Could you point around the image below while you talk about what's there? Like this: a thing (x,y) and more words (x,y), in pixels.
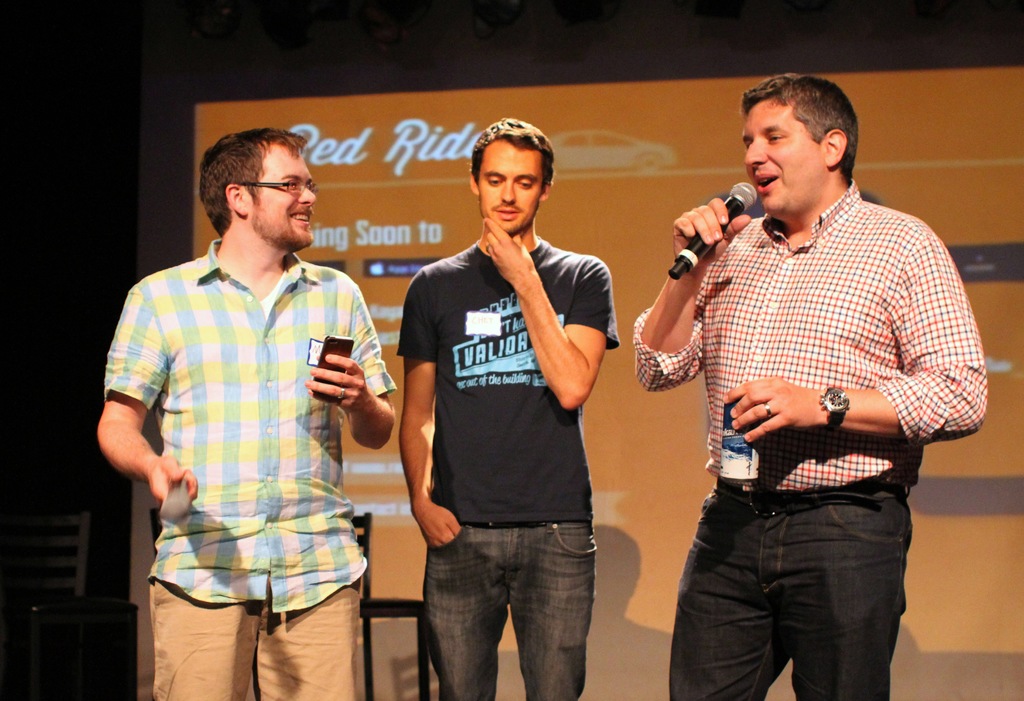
This is a picture taken on a stage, where are the three people (479,313) standing on the stage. The man (804,290) in checks shirt (814,282) holding the microphone (682,271) and a tin (742,429) and the man (222,400) in white and yellow, blue checks shirt (231,370) holding the mobile phone (342,352). Background of this people (474,310) there is banner (440,142) which is in black and orange color.
